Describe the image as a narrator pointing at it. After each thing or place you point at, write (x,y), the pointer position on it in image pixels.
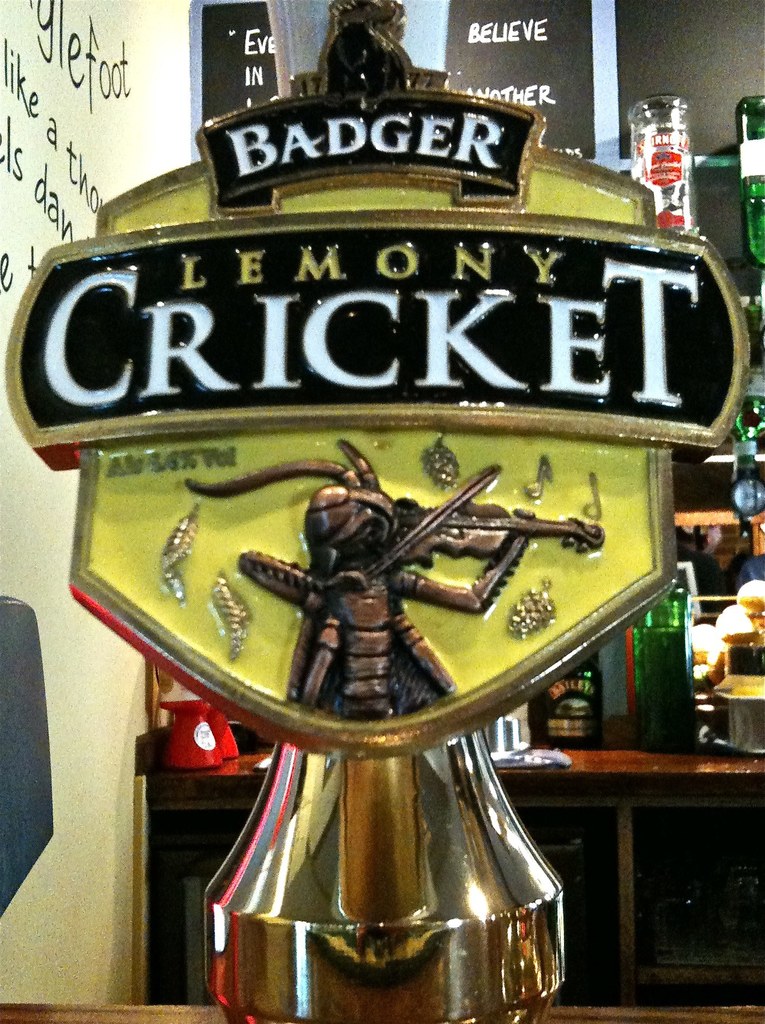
There is a hoarding (290,164) attached to the stand (552,938) which is on the table (617,1015). In the background (558,748), there are bottles (760,422) and other objects (761,681) arranged on shelves (719,761). And there are writings (68,158) on the wall (55,163).
